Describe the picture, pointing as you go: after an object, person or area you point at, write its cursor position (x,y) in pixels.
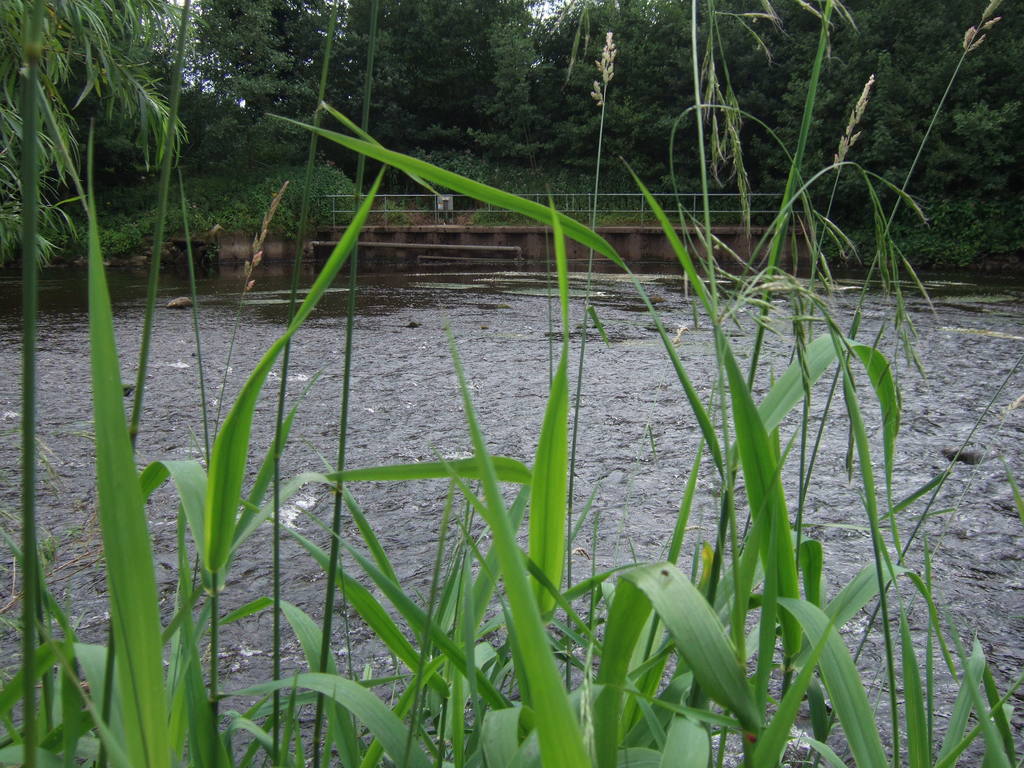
In this image we can see the bridge (603,235), trees (517,86), plants (277,168), water (473,352) and also the grass (362,686).
